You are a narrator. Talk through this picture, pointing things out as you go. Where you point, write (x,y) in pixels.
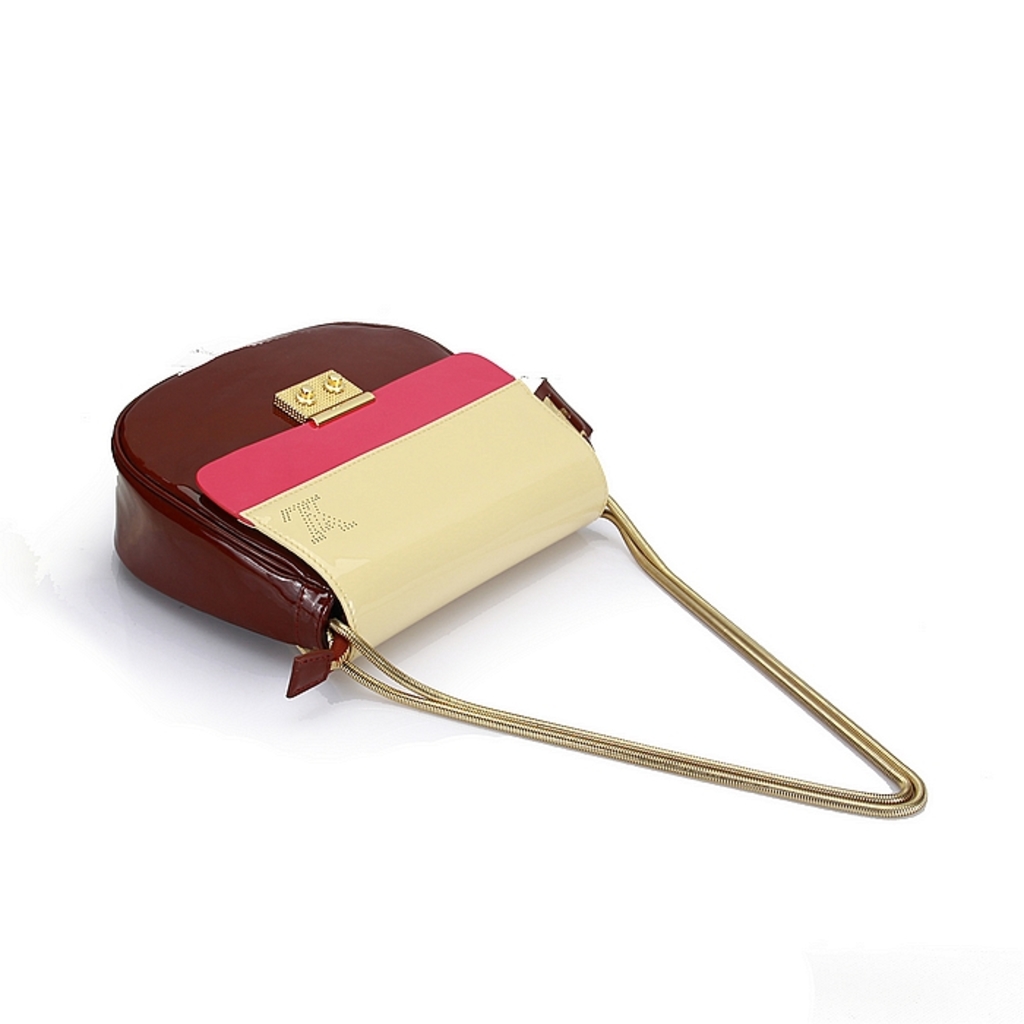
This picture is mainly highlighted with a handbag (331,449). The colour of the handbag (269,389) is brown, pink and cream in colour. We can see the chain (898,802) as a strap (708,767) of a bag (321,671).
